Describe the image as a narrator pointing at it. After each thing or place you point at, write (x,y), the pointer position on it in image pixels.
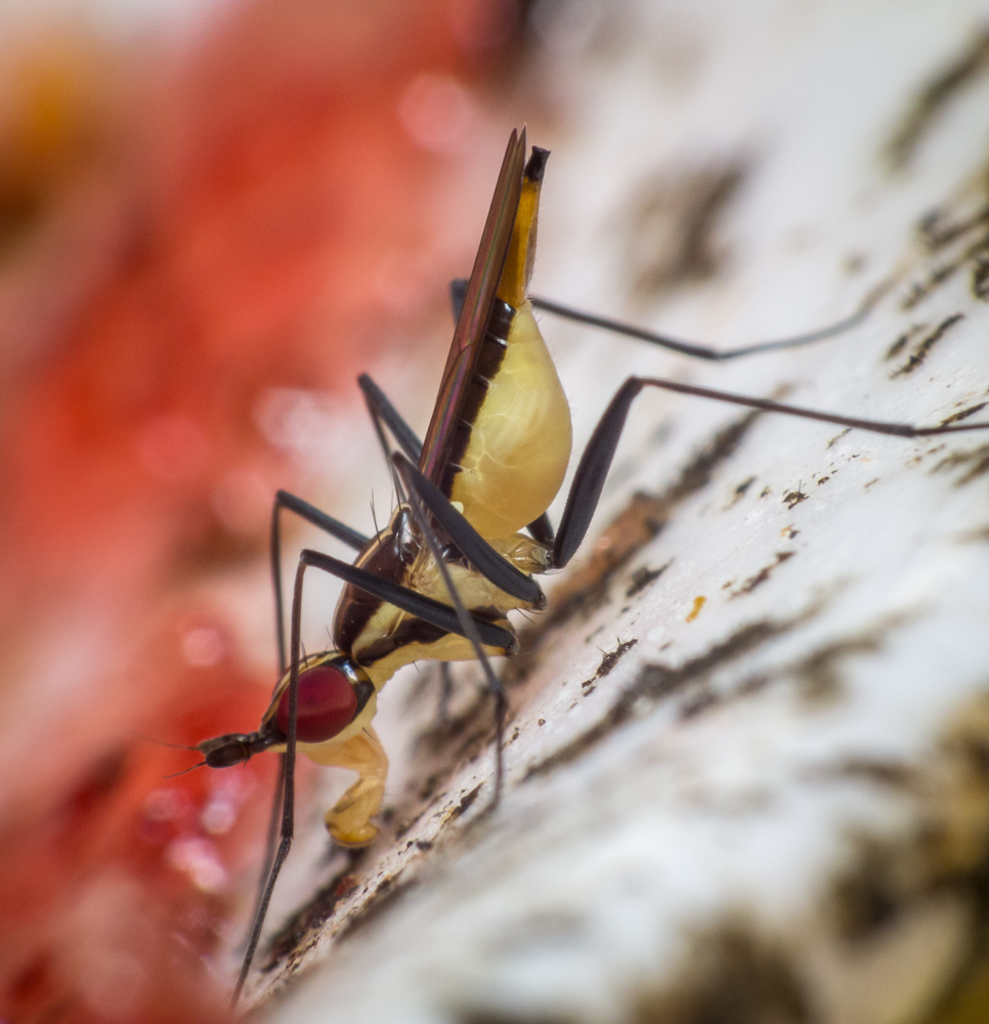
In this image I can see an insect (455,499) on the ground (648,714). The background (153,370) is blurred.
